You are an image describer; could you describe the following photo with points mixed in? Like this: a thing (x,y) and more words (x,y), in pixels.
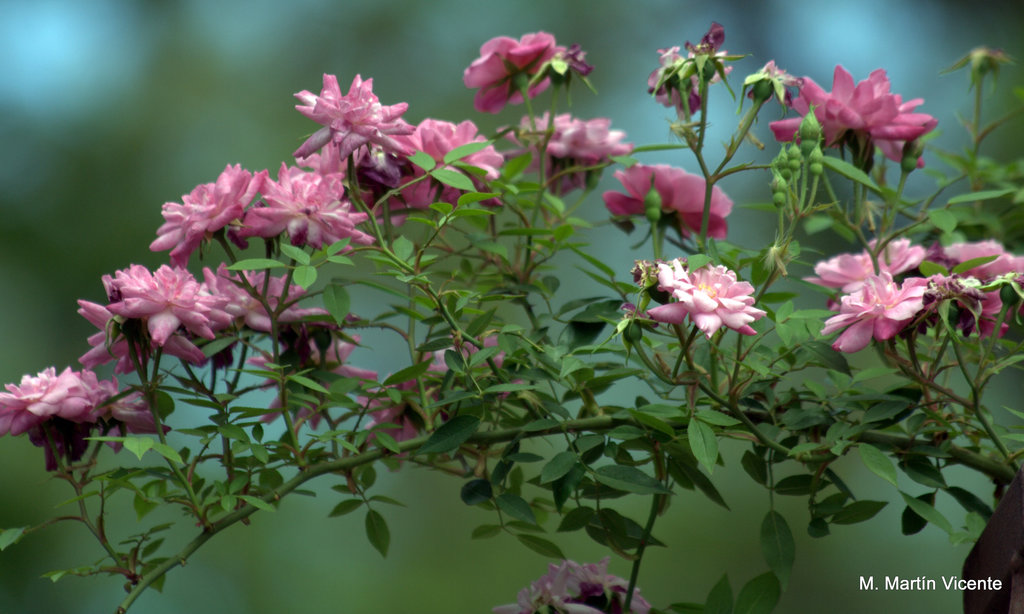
In the picture we can see a plants (638,418) with some flowers (640,191) which are pink in color and behind it we can see some plants (706,529) which are not clearly visible.
